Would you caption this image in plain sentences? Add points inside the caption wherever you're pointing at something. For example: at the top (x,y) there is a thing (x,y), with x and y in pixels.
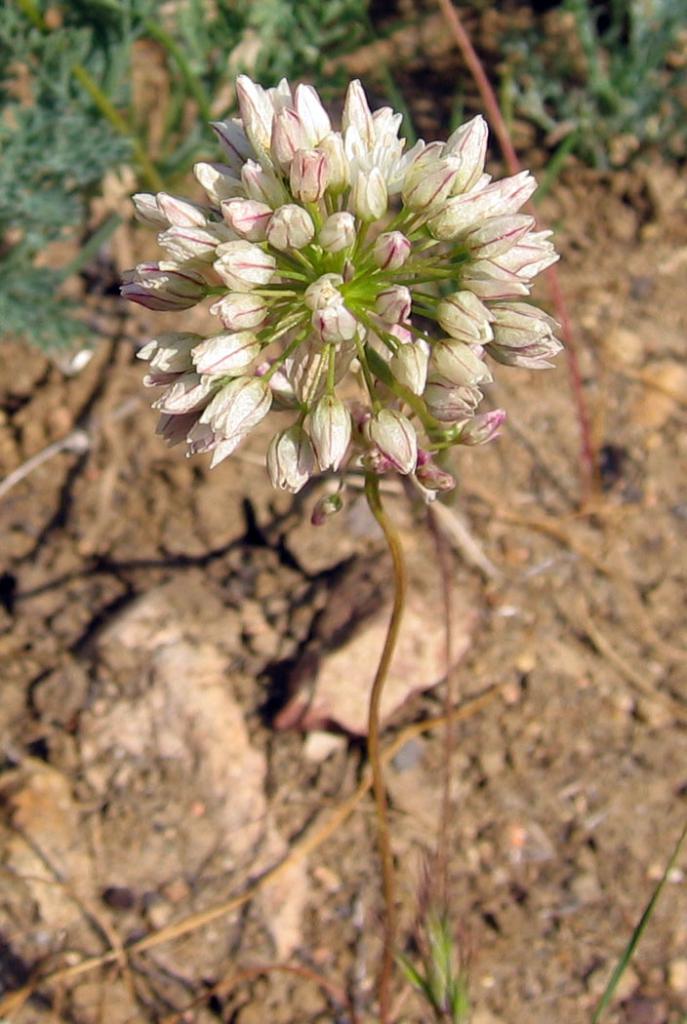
In this picture we can see a flower (176,383) and in the background (189,195) we can see soil (189,195) and plants (23,291).
